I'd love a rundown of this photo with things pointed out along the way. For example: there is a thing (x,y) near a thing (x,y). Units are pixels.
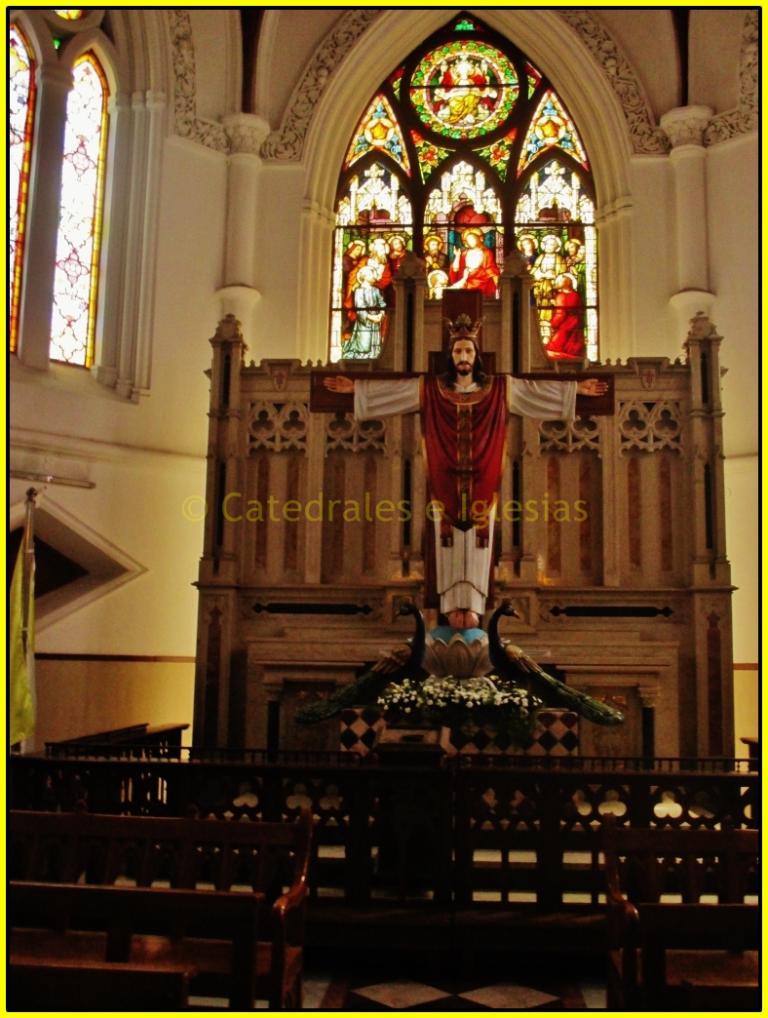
In this image there is an inside view of a church (317,299), there is a sculpture (483,445) of a person (448,437), there are sculptures (614,714) of peacocks (527,675), there are benches (176,911) towards the bottom of the image (189,909), there is a fencing (388,893), there is a flag (21,607) towards the left of the image (24,629), at the background of the image (224,429) there is the wall (301,273), there are pillars (255,211), there are glass windows (489,184), there is painting (429,206) on the glass windows (424,152).
